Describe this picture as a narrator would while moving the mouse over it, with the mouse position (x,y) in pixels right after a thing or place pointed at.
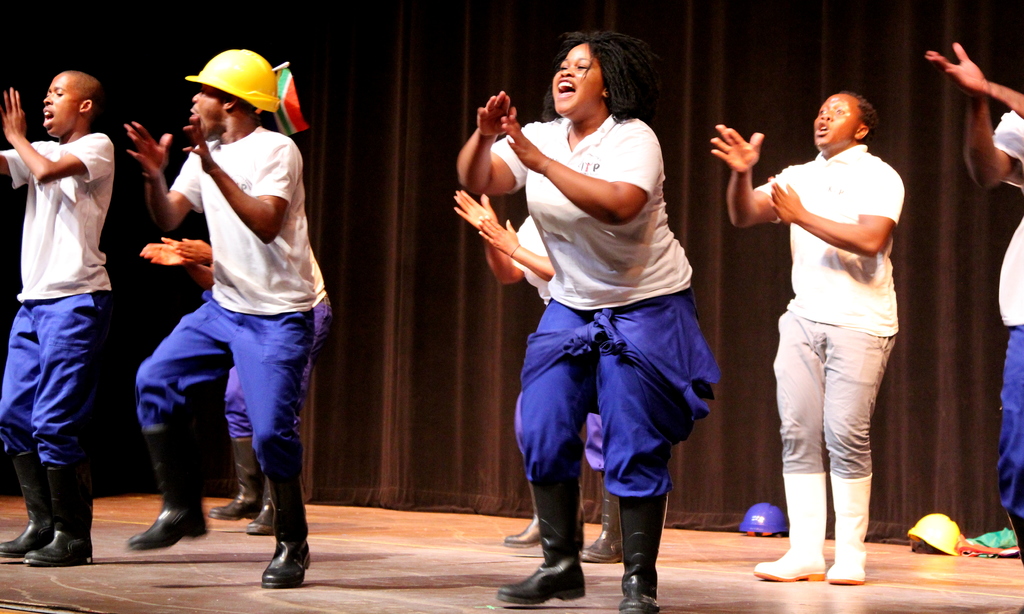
In this picture we can see some people (850,397) are dancing, a man (270,280) on the left side (270,243) is wearing a helmet (237,80), in the background (375,83) there is a curtain (520,57), we can see helmets (938,523) at the bottom (748,533).
